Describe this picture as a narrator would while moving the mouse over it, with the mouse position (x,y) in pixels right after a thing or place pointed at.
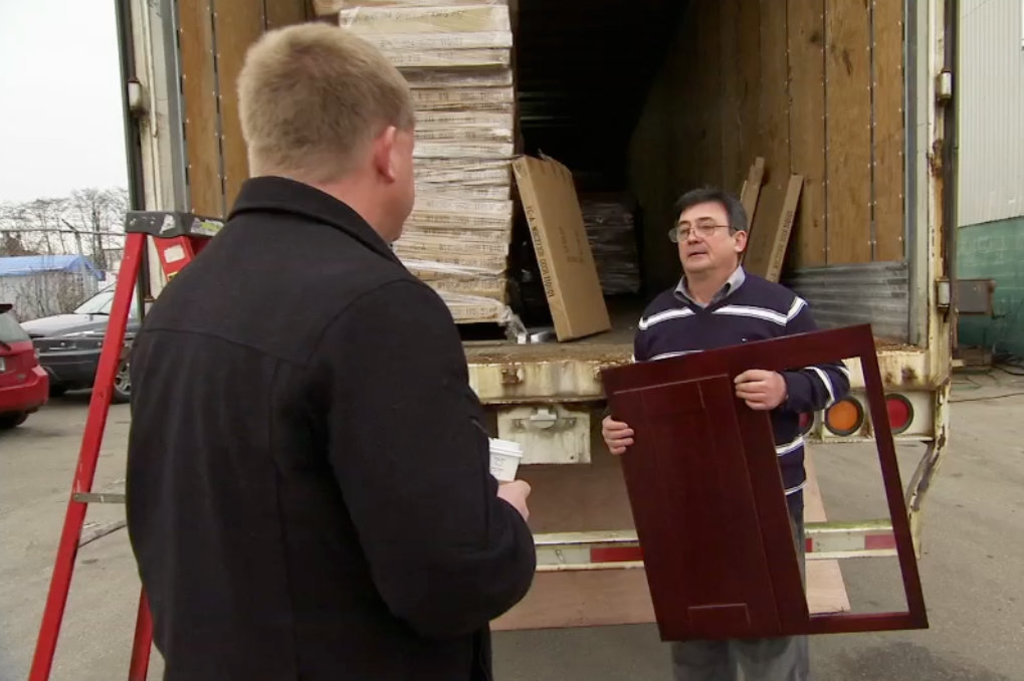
This is an outside view. Here I can see two men (278,186) standing and looking at each other. The man (727,294) who is on the right side (756,453) is holding a wooden object (704,423) in the hands (626,427). At the back of these people (318,406) there is a truck (849,301). In the truck (603,346) there are few boxes (460,273). On the left side (32,370) there are two cars (35,358) on the road (26,464) and also I can see a house (52,265) and trees (97,222). On the right side (983,177) there is a shed (983,85). In the top left (64,75) I can see the sky (47,135).
